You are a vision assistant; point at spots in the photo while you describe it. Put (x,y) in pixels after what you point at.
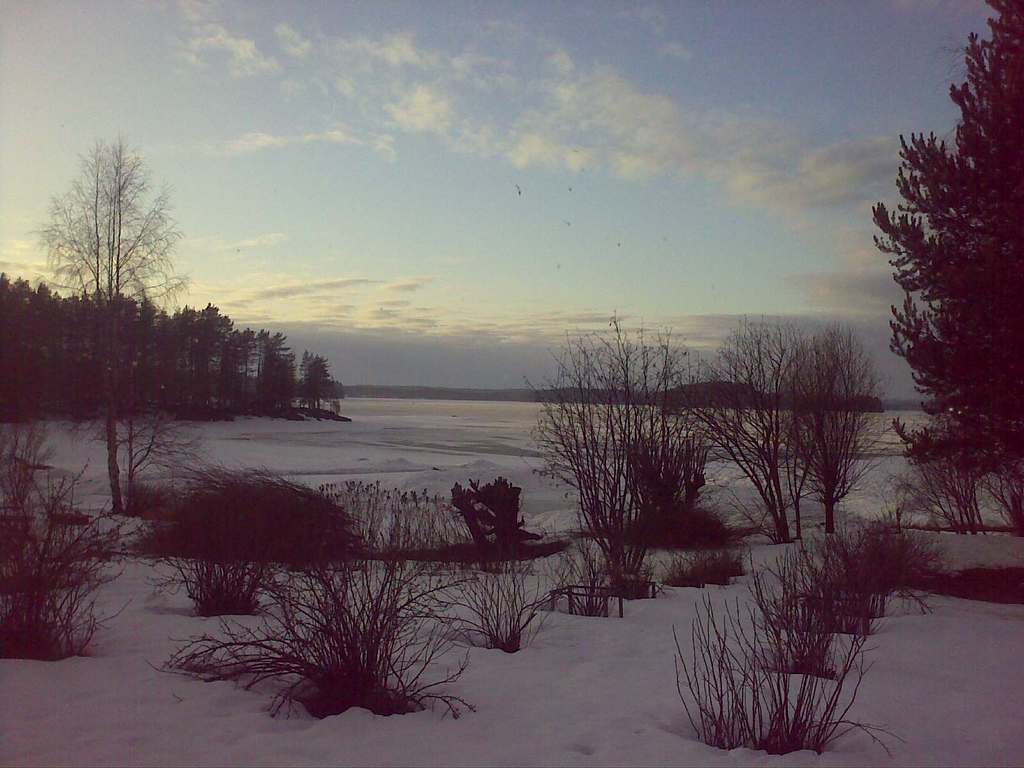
In this image we can see the trees (642,464), dried plants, beside that we can see snow (688,669). And we can see the hills (667,401) in the background (694,401), at the top (516,133) we can see the sky (348,183) with clouds (830,212).
